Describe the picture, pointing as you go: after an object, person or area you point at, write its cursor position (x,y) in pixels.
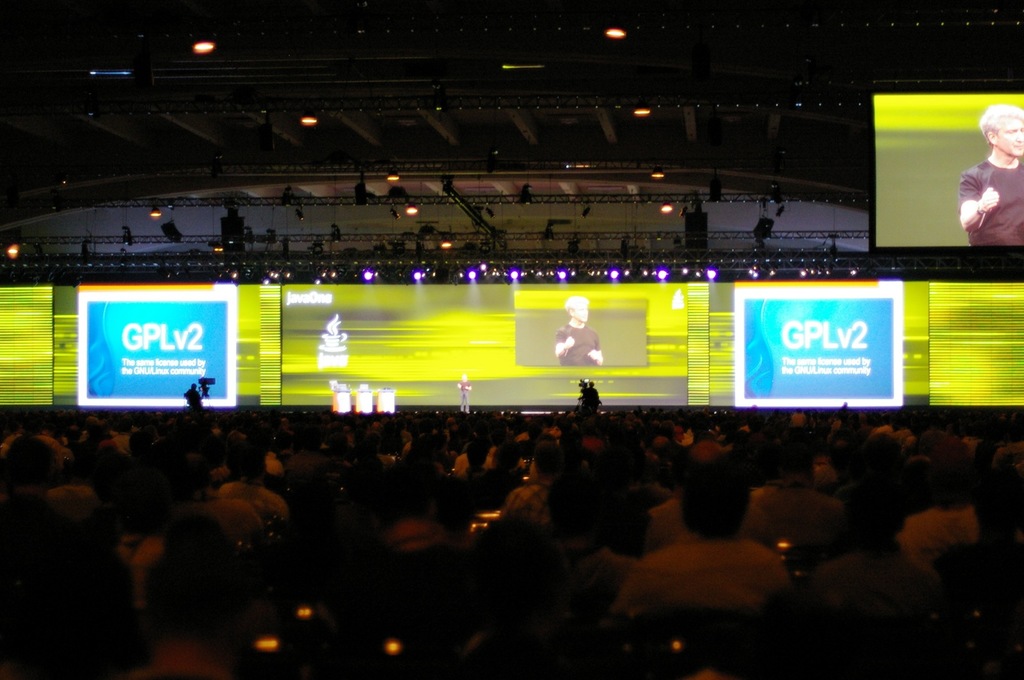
In the image we can see there are lot of people (539,507) sitting on the chairs (787,640) and there are projector screens (623,346) kept on the stage (957,352). There is a projector screen (879,172) kept on the top (954,148).
